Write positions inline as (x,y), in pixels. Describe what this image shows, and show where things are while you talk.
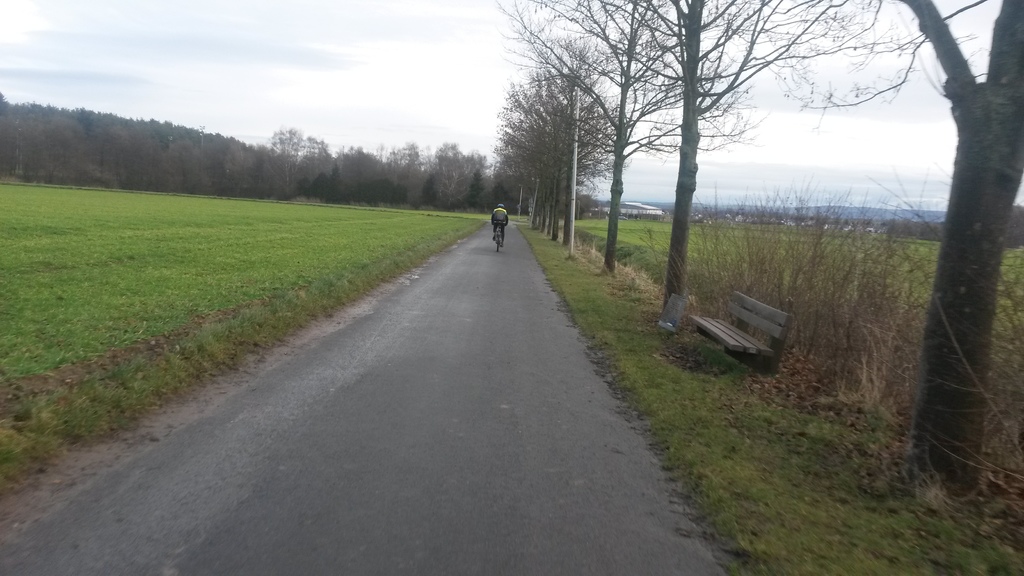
In this picture we can see a person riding a bicycle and in the background (383,98) we can see trees (446,202), sky (337,78).
